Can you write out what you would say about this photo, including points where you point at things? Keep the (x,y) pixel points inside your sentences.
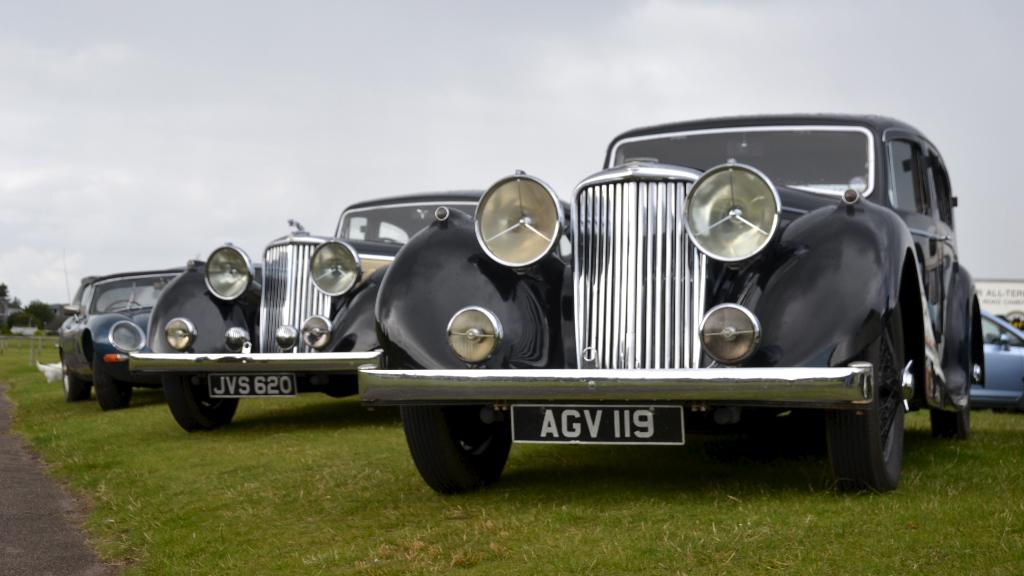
Here we can see vehicles (387,249) on the ground (574,540). In the background (97,269) there are clouds (341,180) in the sky (205,223). On the left (14,508) we can see tree (41,319), road (11,526) and other objects (28,333) and on the right (1004,299) we can see a hoarding (997,297).
